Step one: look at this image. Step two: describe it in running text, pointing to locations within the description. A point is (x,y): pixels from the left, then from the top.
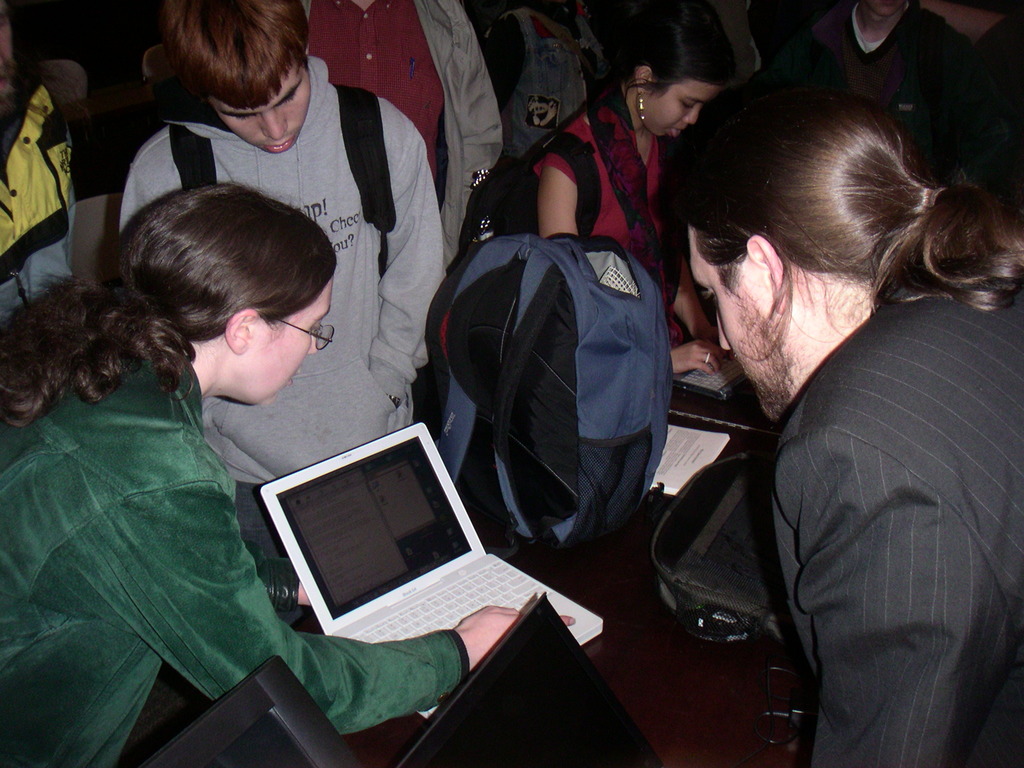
As we can see in the image there are few people (23,253), a laptop (389,573) and a bag (532,461).
